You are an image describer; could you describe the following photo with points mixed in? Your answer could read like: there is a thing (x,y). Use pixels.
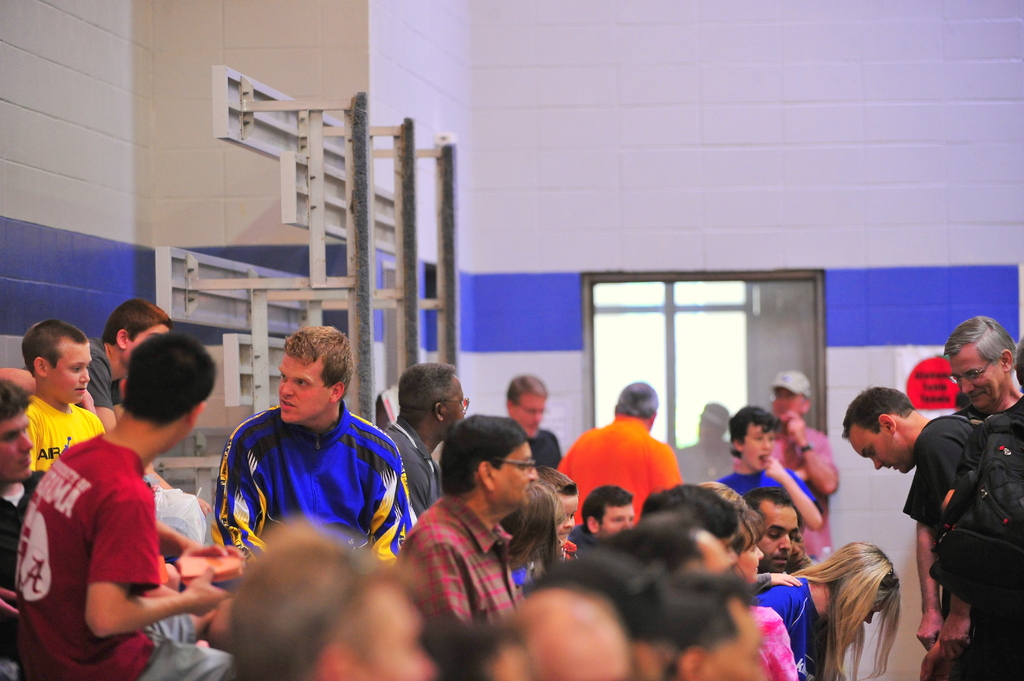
In this image we can see group of people (611,629) sitting. To the right side of the image (921,634) we can see some persons (948,470) standing and a person (985,413) is wearing a bag (977,546). In the background (829,473) we can see a person (782,443) wearing cap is standing near to a window (746,323).
